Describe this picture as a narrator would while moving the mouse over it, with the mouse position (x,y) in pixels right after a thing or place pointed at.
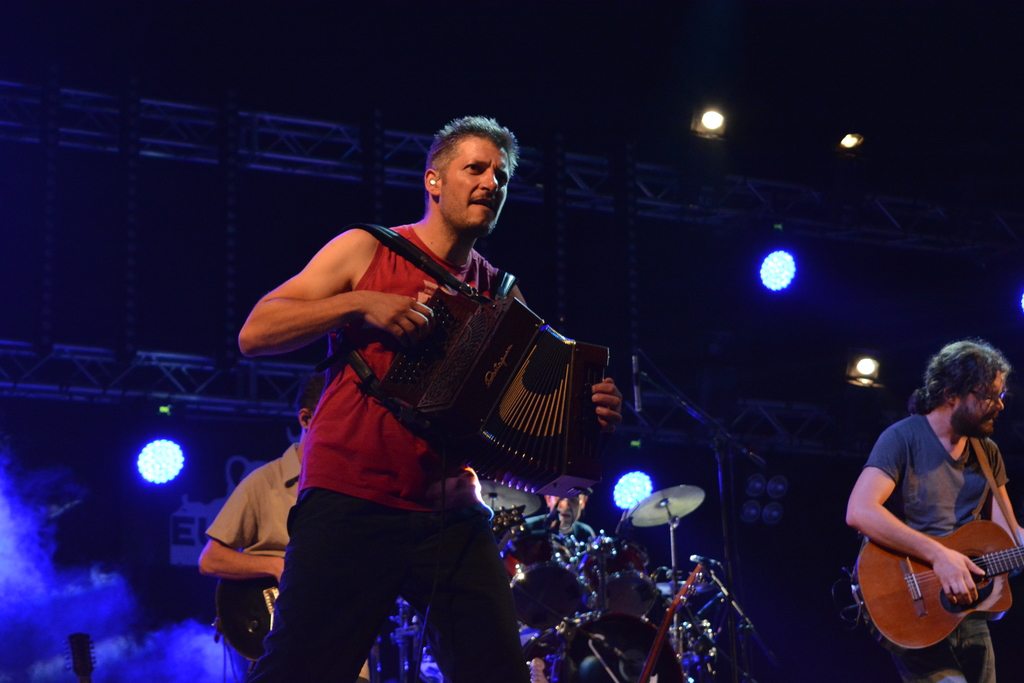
There are three people (352,392) standing on a stage (723,337). They are playing a musical instruments (559,377). On the right side (1003,475) we have a person (934,486). He is wearing a spectacle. We can see in background (407,180) lights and rods (195,124).
